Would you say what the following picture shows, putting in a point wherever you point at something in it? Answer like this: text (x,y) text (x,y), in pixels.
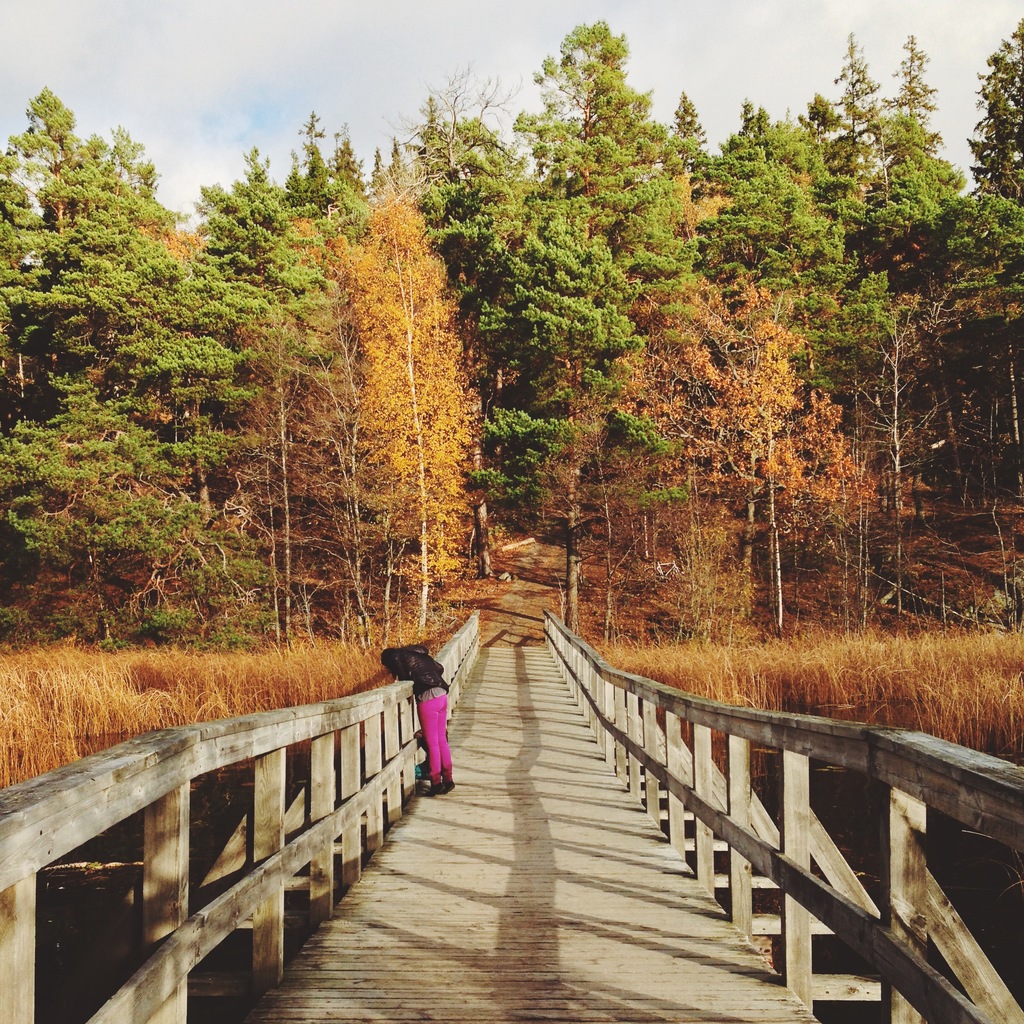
In this picture we can see a person (434,699) is standing on the wooden bridge (386,712) and under the bridge (237,912) there is water (54,950). Behind the bridge (396,692) there is the grass (355,673), trees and the sky (252,53).
